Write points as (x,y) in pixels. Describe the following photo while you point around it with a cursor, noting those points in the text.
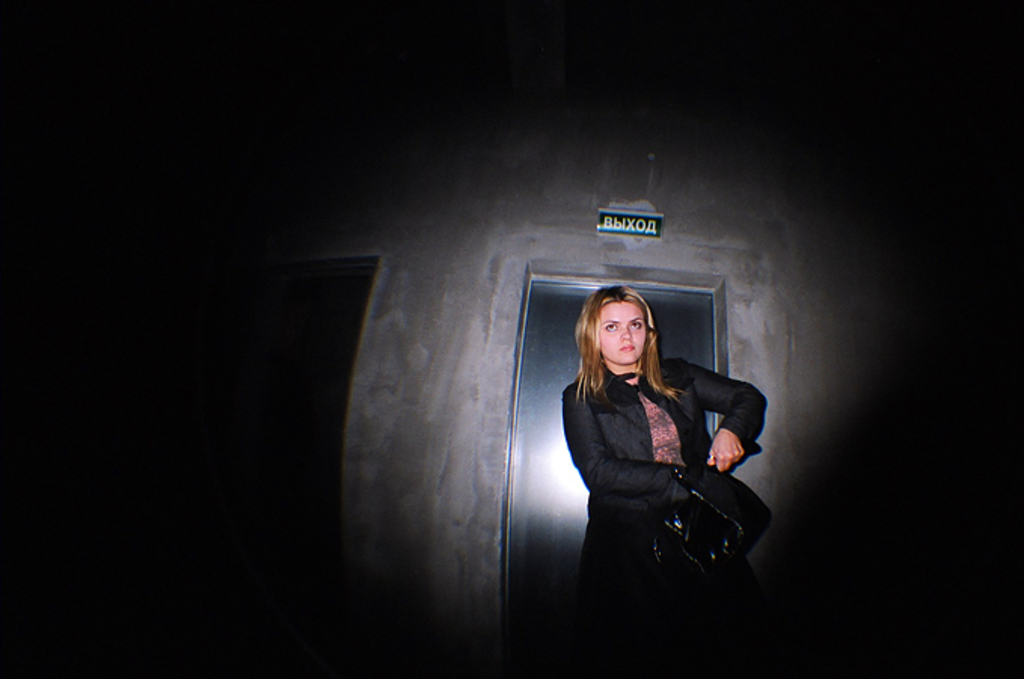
In this image we can see a woman (608,497). There is a dark background (32,382).
